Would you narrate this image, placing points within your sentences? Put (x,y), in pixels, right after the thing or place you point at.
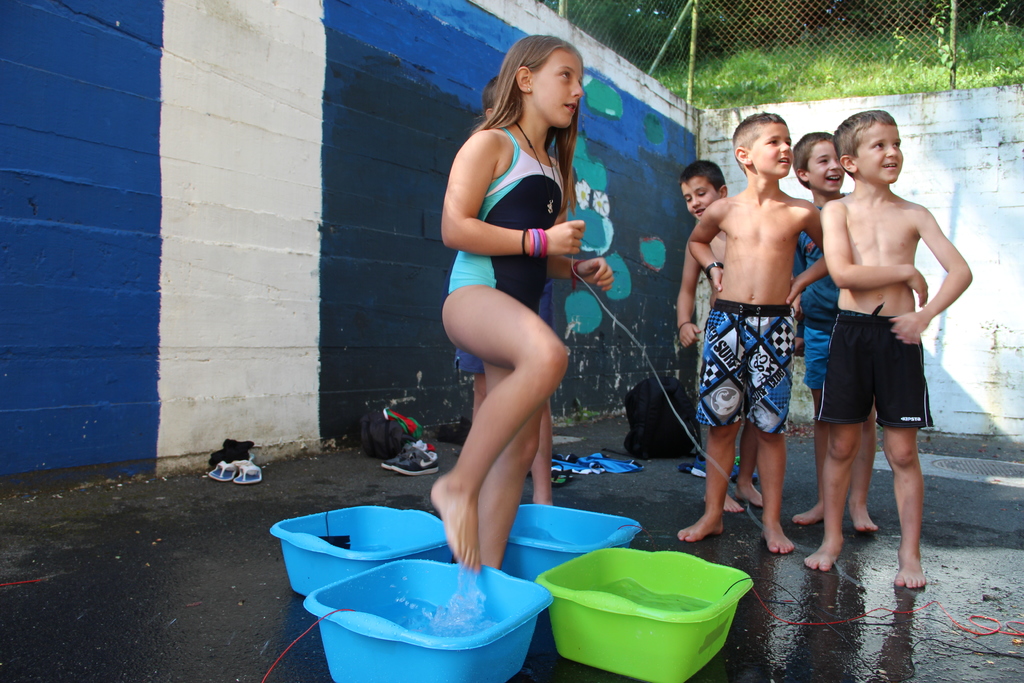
In this image there are kids (775,255), in the bottom (353,562) there are trays (488,619) in that trays (520,614) there is water (463,621), in the background (949,138) there is a wall (999,124) on top of the wall (1017,98) there is fencing (917,49) and grassland (934,52).
